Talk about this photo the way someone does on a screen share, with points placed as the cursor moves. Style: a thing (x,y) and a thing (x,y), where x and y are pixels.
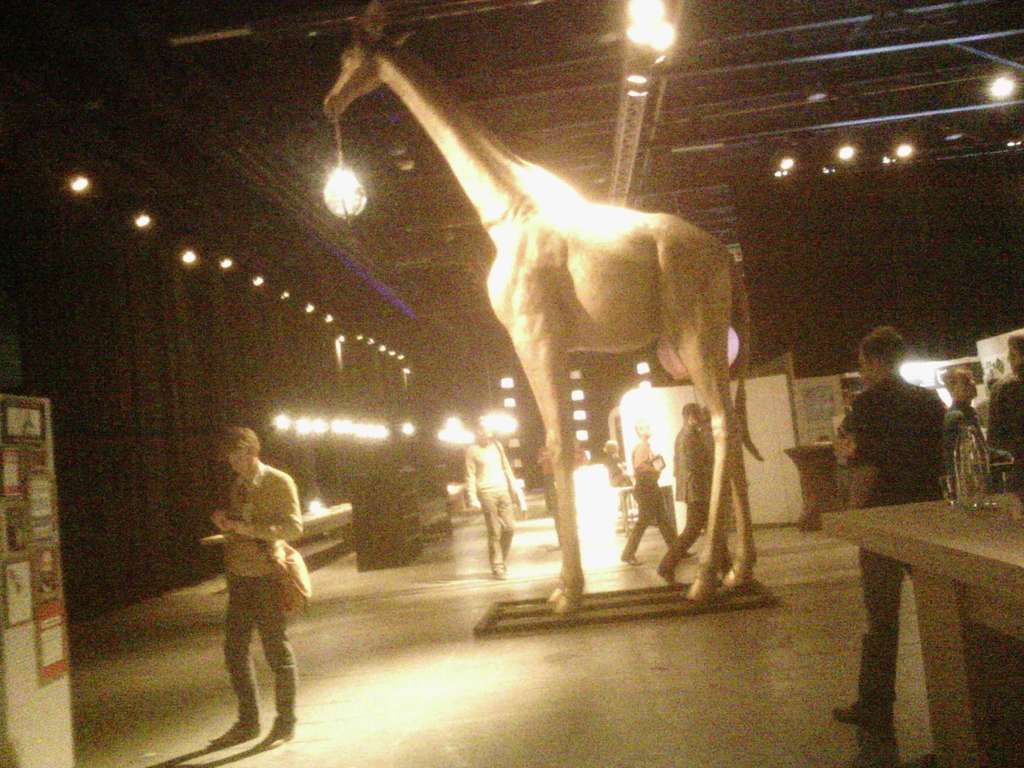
The picture is taken inside a building (590,452). There are few people (692,447) here. On the roof (857,148) there are lights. On the bottom left (15,582) there is a board (18,593). This is a statue (547,236) of giraffe (527,325). This is a table (948,554).
